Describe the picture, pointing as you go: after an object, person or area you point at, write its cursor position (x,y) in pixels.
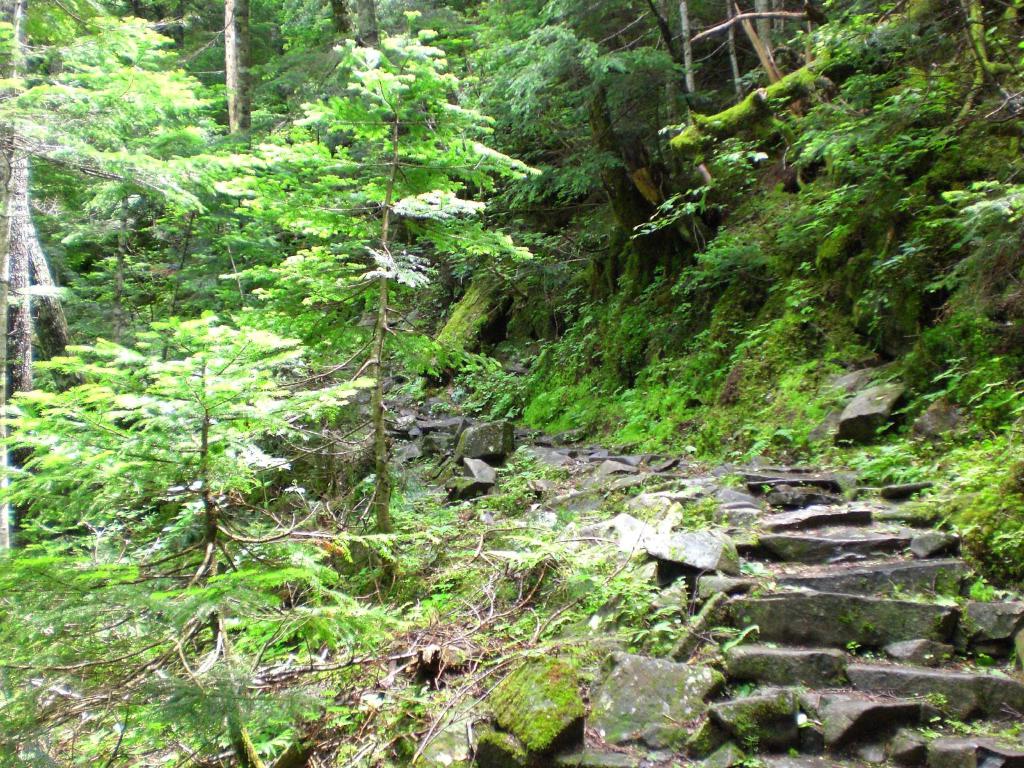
In this picture we can observe a path (843,722). There are some rocks (422,418) in this path (663,501). We can observe plants (483,402) and trees (438,119) in the background (316,79).
